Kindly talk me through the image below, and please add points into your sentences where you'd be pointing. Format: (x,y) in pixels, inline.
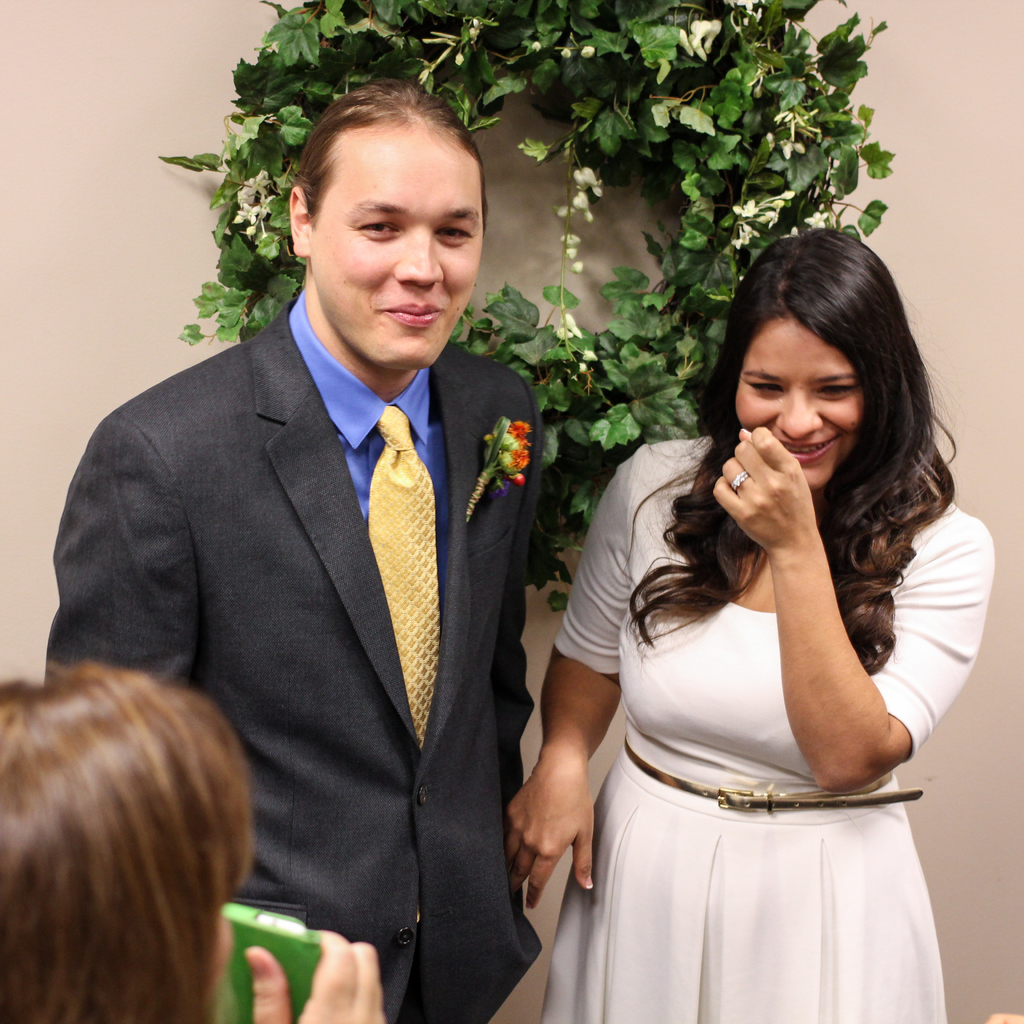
In this is a person (287,612) wearing a blazer (177,599) and tie (406,536). He is standing beside a woman (811,679) wearing a white dress (769,657). There is a garland (787,54) attached to the wall (929,109). Left bottom there is a person (112,923) holding an object (310,973).
